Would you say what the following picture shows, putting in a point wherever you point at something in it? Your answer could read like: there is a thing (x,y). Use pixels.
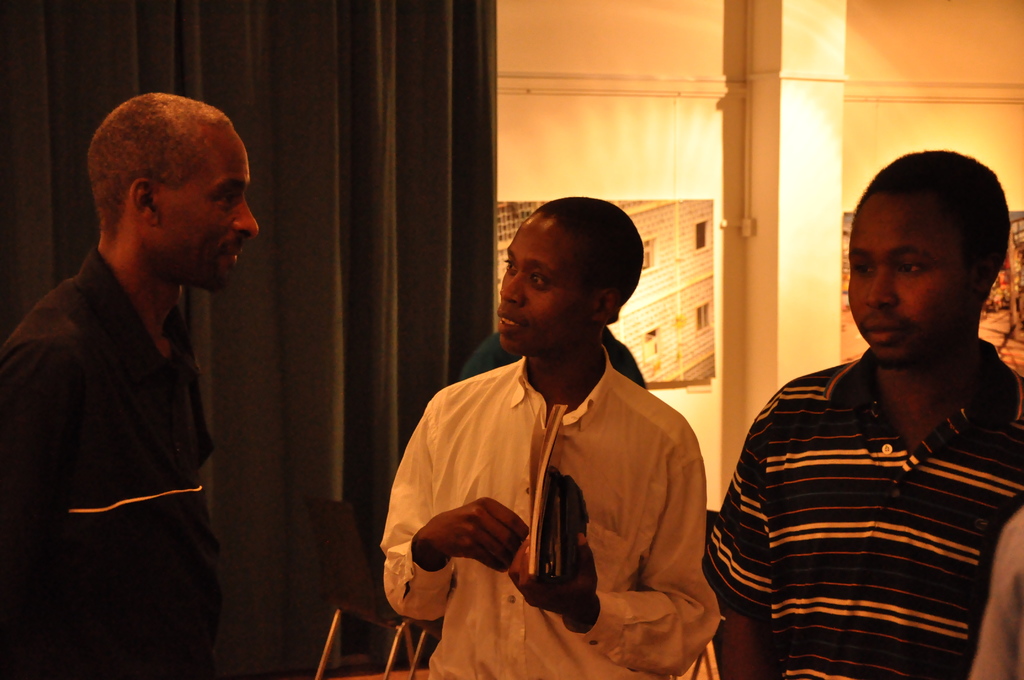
In this picture I can see three persons (526,304) standing, there is a person (594,429) holding some objects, there is a chair (393,648), there is a curtain (387,305), and in the background (1020,331) there are frames (1008,321) attached to the wall (741,360).
